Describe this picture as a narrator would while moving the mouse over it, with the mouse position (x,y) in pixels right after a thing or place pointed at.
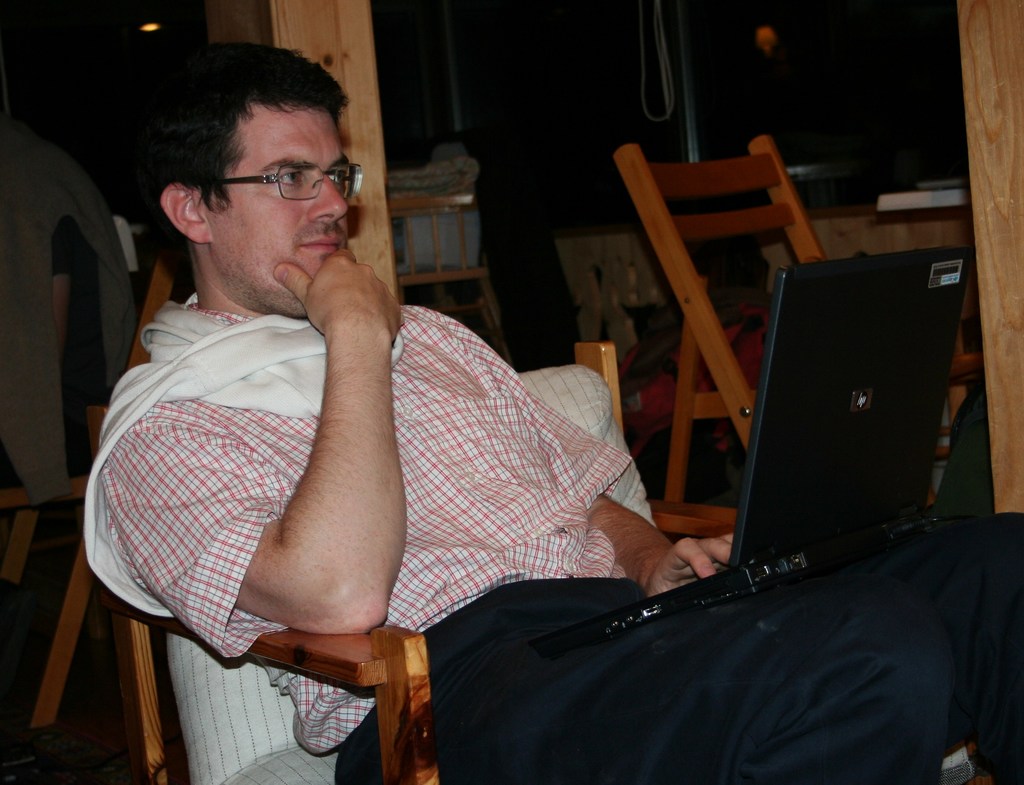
In this image a man (338,539) is sitting on a chair (374,681) facing towards the right side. He is holding a laptop (697,590) in the hand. In the background (133,279), I can see some chairs (480,268), tables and some other objects (446,252) in the dark.
